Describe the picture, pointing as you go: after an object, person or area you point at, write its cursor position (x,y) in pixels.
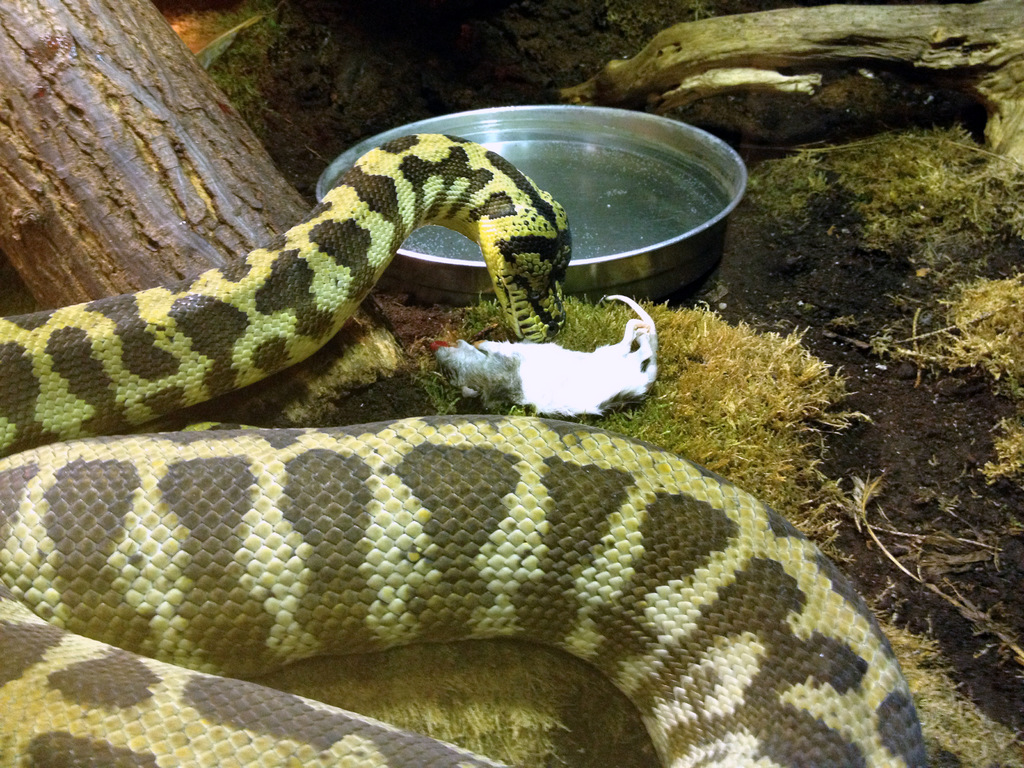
In this image there is a snake (364,514) eating on the surface (363,670) of the grass (461,661), in front of the snake (367,195) there is a plate (575,202) with water (588,231), beside the snake (287,289) there is a tree (89,142).
